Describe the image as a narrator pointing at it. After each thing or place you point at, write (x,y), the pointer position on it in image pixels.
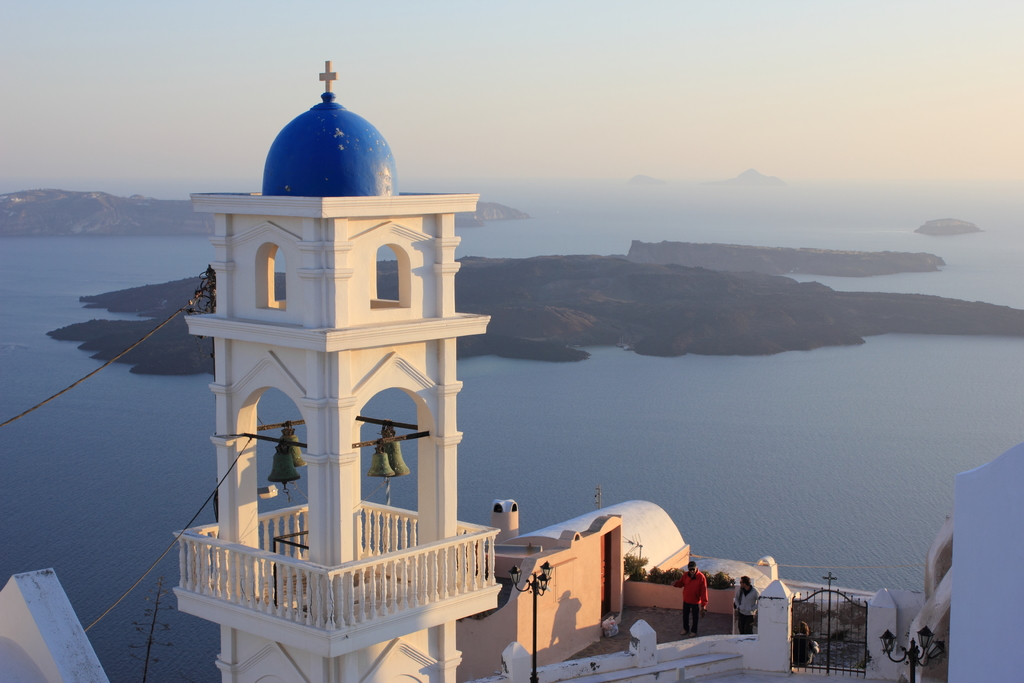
In the foreground of the image (274,662) there is a church (266,631). There are people (691,596). In the background of the image (652,396) there are mountains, water (634,224) and sky (598,87).
